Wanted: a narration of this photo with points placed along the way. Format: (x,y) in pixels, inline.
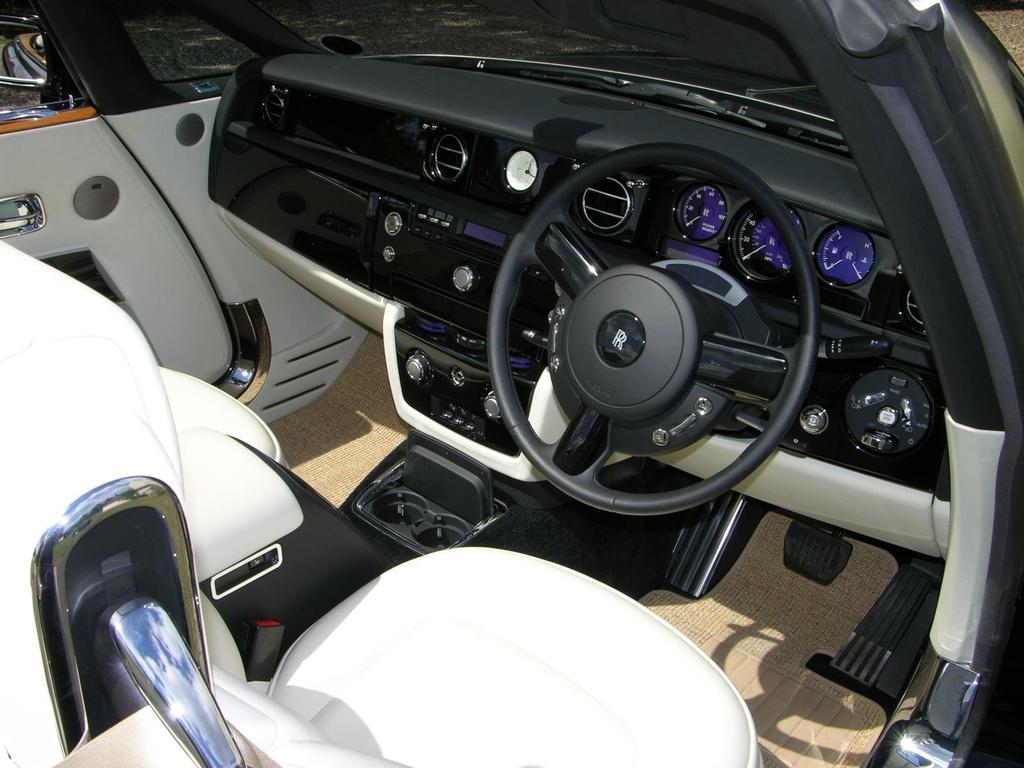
In the image we can see inside of the vehicle (662,243).
